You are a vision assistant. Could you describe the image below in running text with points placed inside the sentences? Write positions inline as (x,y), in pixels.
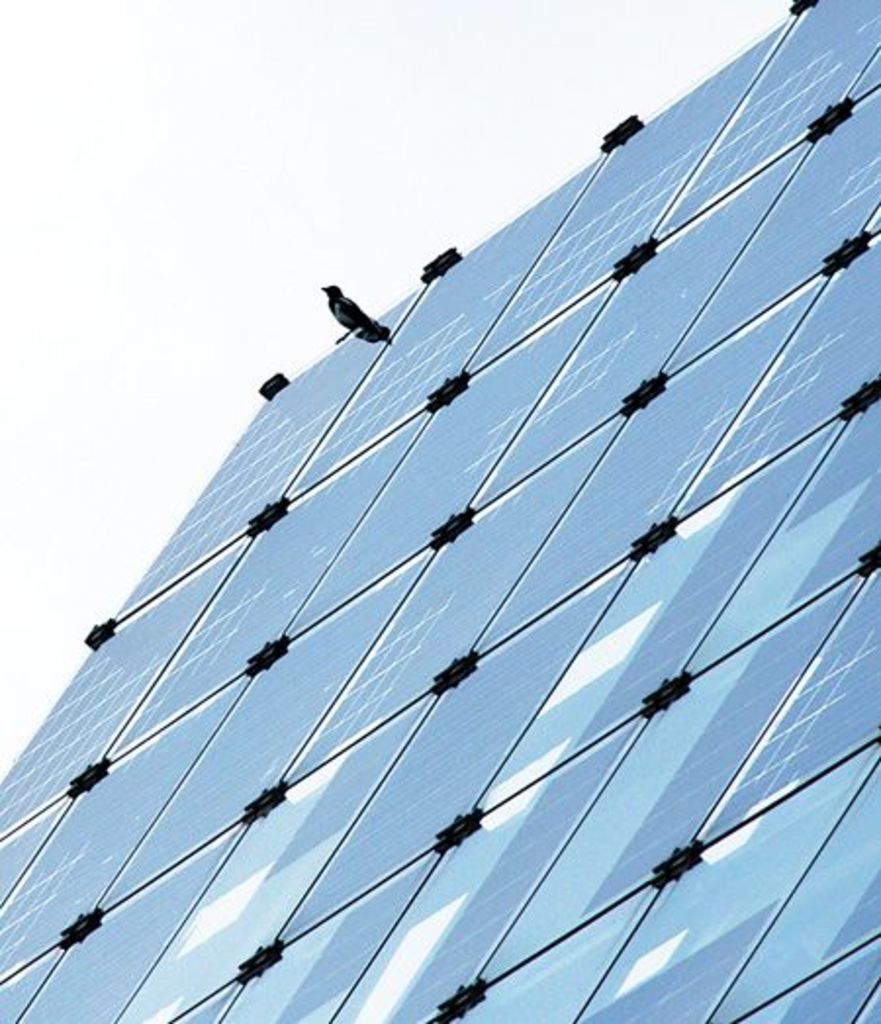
In the given image i can see a glass windows (452,508). A bird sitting on it and in the background (438,33) i can see the sky (214,137).
